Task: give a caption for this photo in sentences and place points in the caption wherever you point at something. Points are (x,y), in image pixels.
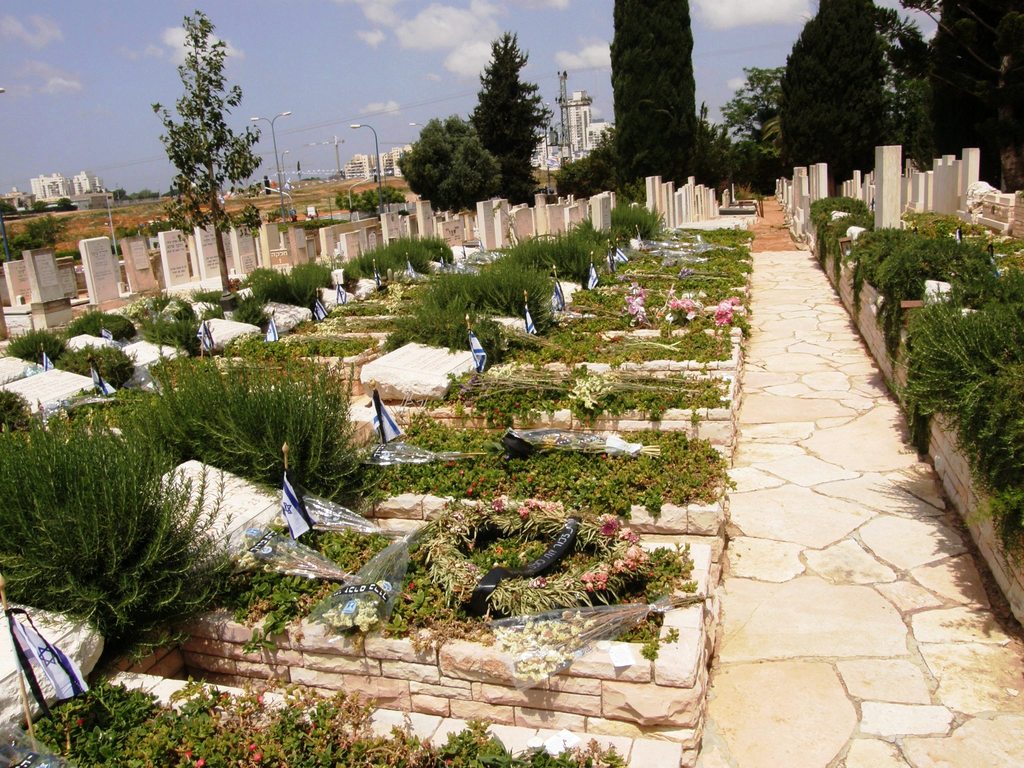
In this image there is a graveyard (484,268) with flower bouquets (44,754) and flags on them. Behind them there are headstones (25,280), trees (464,162), bushes (647,215), lamp posts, buildings (349,168). At the top of the image (432,30) there are clouds (413,29) in the sky (390,42).
